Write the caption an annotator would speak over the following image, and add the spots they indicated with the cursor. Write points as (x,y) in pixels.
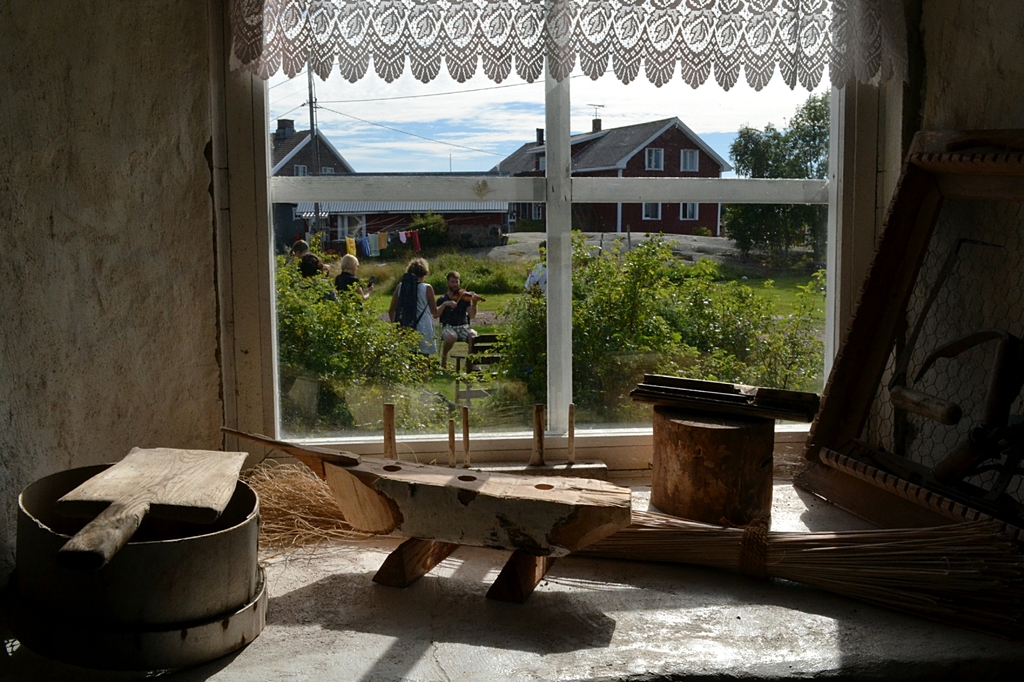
In this picture there are wooden objects (176,464) at the bottom side of the image (641,477) and there is a window (757,201) in the center of the image (474,289), there are houses (377,226), trees (735,220), and people (422,299) outside the window (574,379).
